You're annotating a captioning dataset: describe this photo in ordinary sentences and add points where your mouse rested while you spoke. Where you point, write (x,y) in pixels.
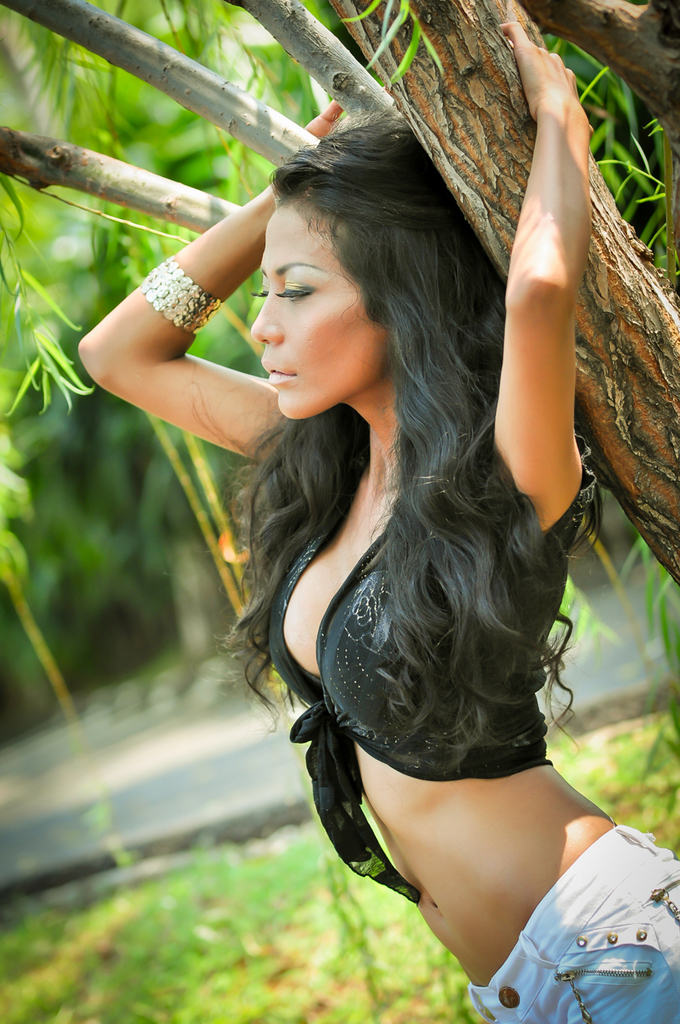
In the image we can see a woman (424,671) standing, wearing clothes (516,698) and bracelet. Here we can see the tree (190,72), grass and the background (136,774) is slightly blurred.
